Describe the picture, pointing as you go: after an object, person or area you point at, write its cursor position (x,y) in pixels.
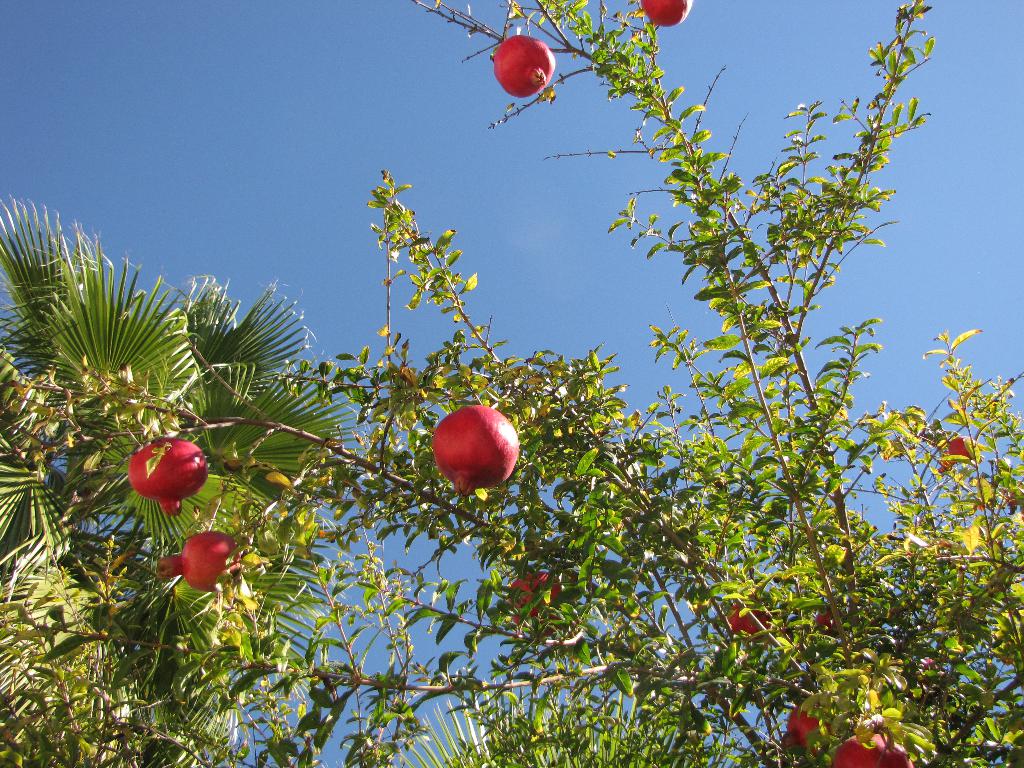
There are pomegranates (528,75) in red color to the plant (654,451). On the left side (123,346) there is a palm tree (250,491), at the top (261,59) it is the blue color sky (256,68).
